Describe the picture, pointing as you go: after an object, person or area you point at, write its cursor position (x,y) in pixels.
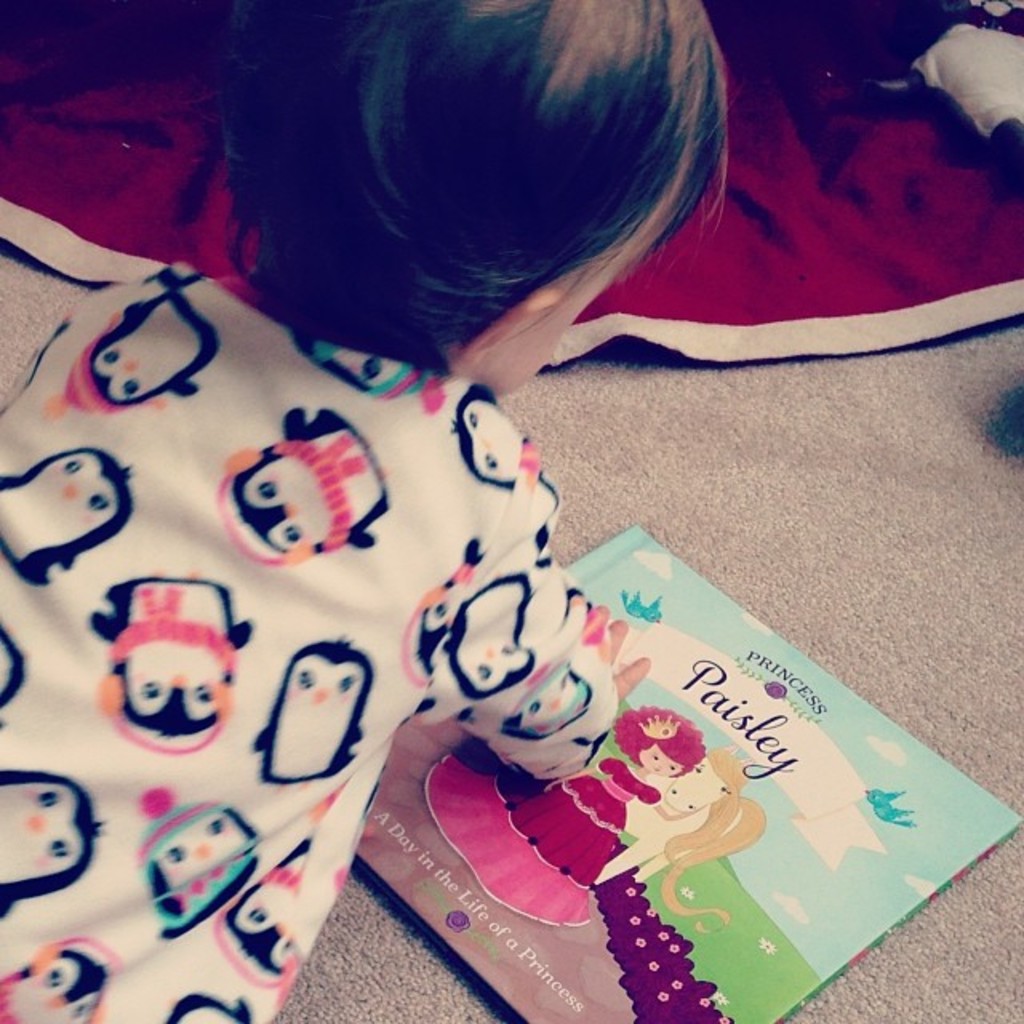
In this image I see a baby (395,273) over here who is wearing white color dress (129,459) and I see a book (663,622) over here on which there is something written and I see the cartoon characters (690,754) and I see the floor (672,399) and I see the red and white color cloth (125,115) over here.
